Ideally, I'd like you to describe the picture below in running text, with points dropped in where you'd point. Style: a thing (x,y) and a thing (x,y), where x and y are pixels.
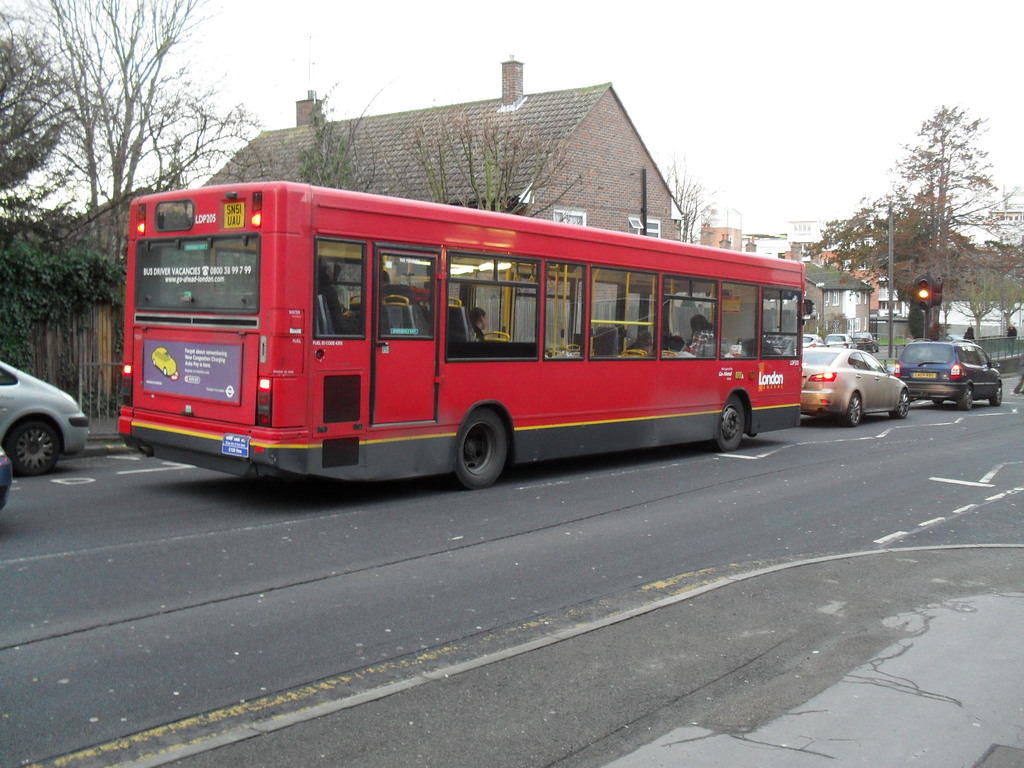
In this image, we can see few vehicles (552,420) are on the road (630,507). At the bottom (819,643), we can see a footpath (812,690). Background (989,301) there are few houses (906,308), trees (976,308), traffic signals (920,294), poles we can see. Top of the image (812,97), there is a sky (687,68). Here we can see few people (698,331) are riding a bus (629,333).
